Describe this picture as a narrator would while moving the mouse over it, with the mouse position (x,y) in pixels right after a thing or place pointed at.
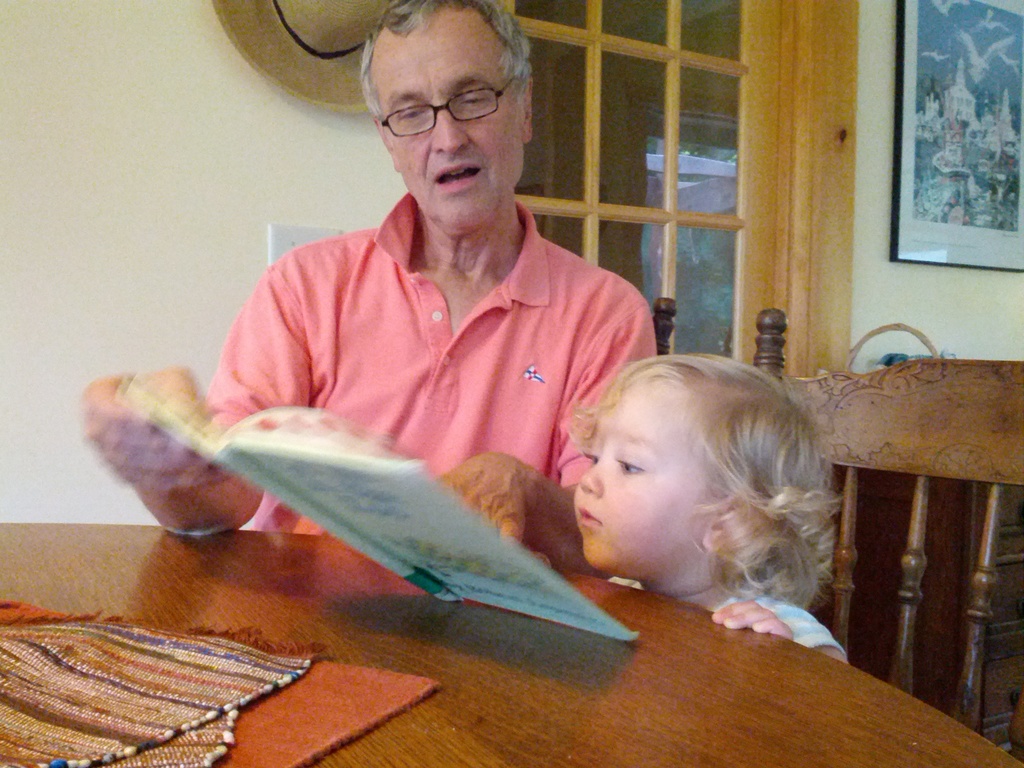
In this picture there is a man (541,420) in the center of the image (370,353), by holding a book (419,562) in his hand (154,446) and there is a small girl (614,484) beside him and there is a table (924,730) at the bottom side of the image (476,659) and there is a window (606,15), hat (228,15) and a portrait (1013,219) in the background area of the image (750,156) and there are mats (199,744) on the table (361,751).
